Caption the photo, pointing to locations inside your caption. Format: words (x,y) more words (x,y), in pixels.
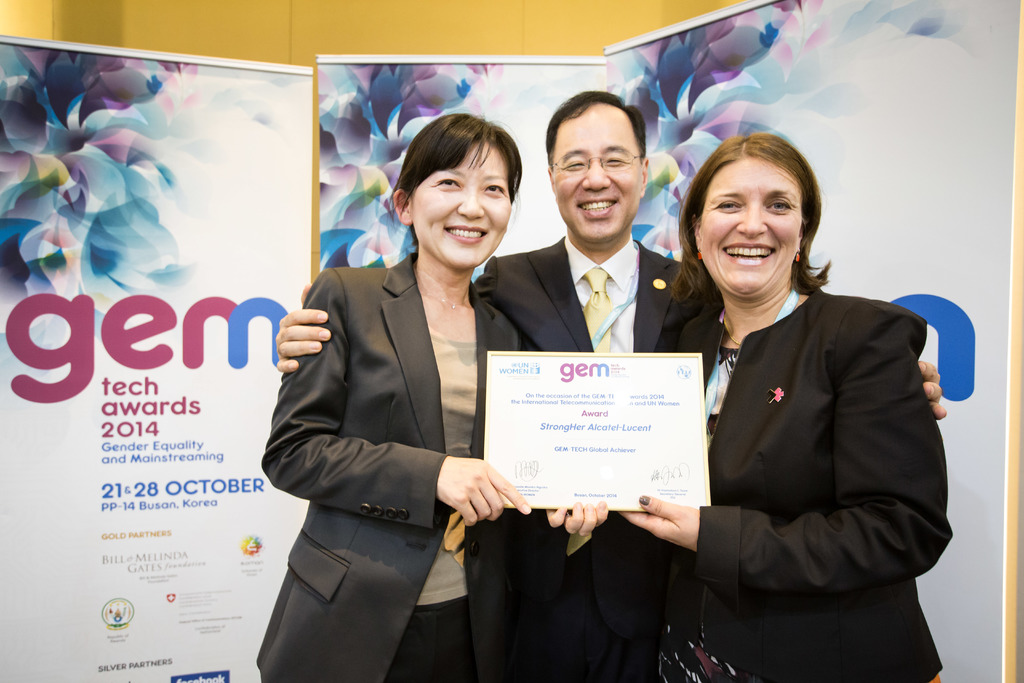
In this image, we can see three persons (614,287) in front of banners (683,117). These three persons (657,282) are standing and wearing clothes (543,652). There are two persons (808,436) holding an award (616,507) with their hands (460,483).
